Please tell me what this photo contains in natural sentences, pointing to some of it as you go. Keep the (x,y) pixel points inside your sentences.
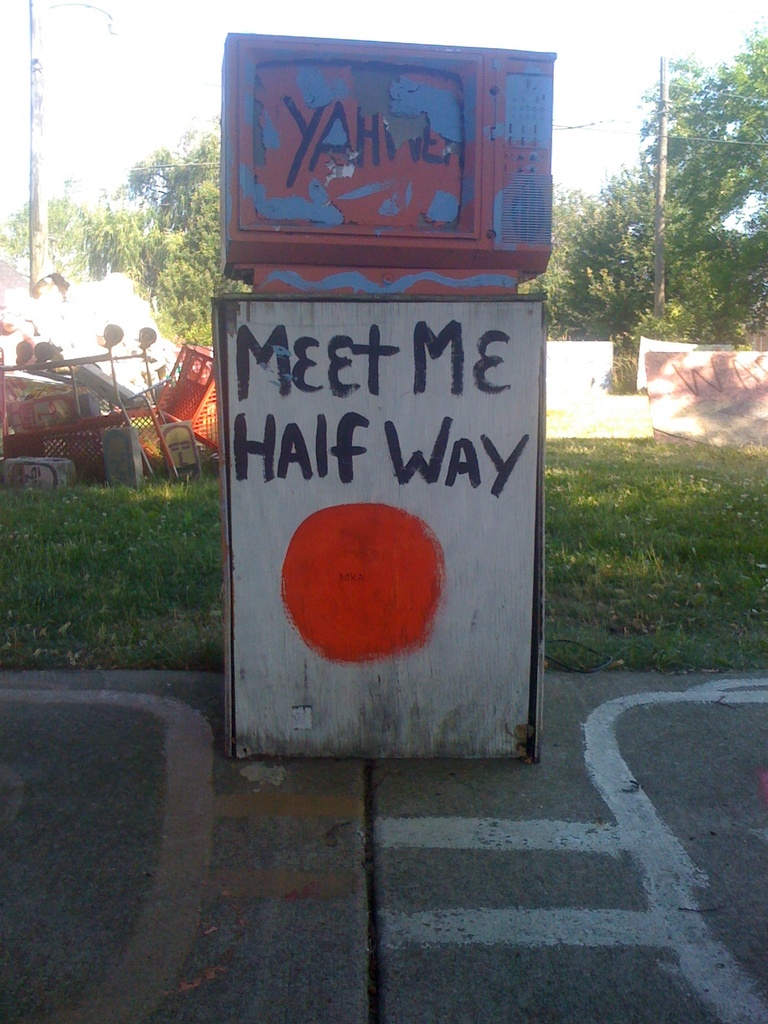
In the image we can see an object (325,476) and this is a television (336,142), and there is a painting (422,183) on the television (395,278). This is a grass (609,575), footpath (222,808), there are many objects (148,412), light pole (31,48), electric poles (664,118) and electric wires (669,135), tree (690,103) and a sky (494,15).
